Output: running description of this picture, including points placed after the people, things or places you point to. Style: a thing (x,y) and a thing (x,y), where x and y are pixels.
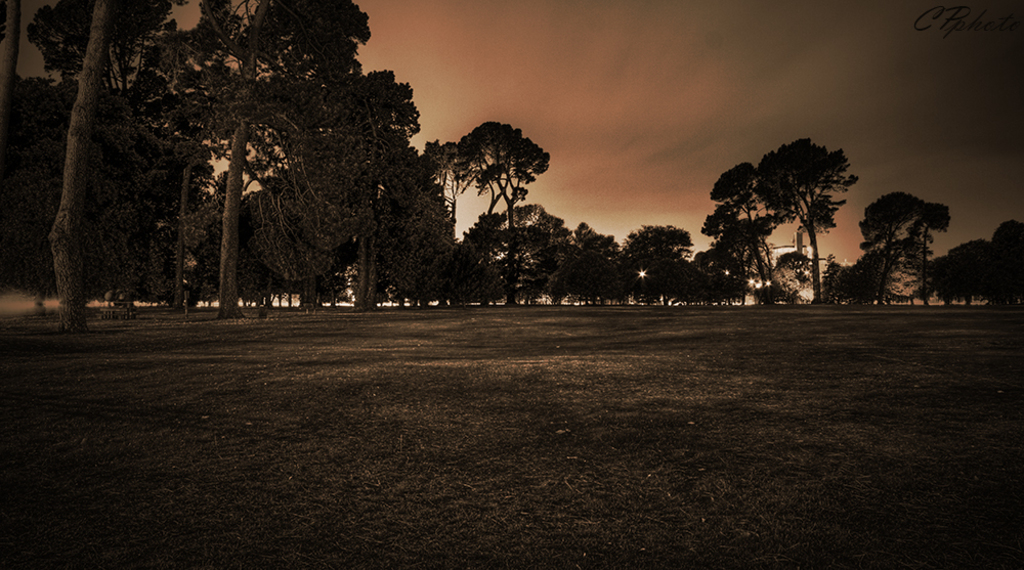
In this picture I can see the open grass ground (480,374). In the background (112,148) I see number of trees (785,288) and I see the sky (579,87). On the top right corner of this image (966,24) I see the watermark (950,21).
